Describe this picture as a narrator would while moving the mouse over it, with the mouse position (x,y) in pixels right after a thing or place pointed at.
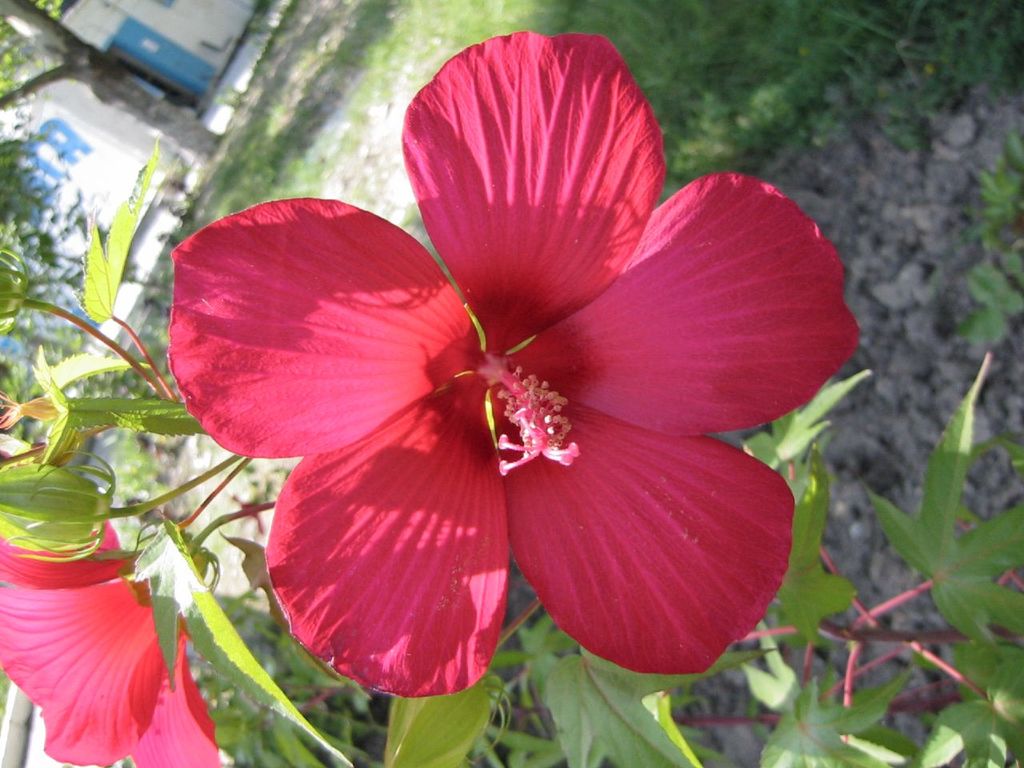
There are hibiscus flowers (477,114), buds (92,485) and leaves (60,419) on a plant (660,682). On the ground (690,41) there is grass (288,76). In the background (150,113) there is a tree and a wall (110,133).
